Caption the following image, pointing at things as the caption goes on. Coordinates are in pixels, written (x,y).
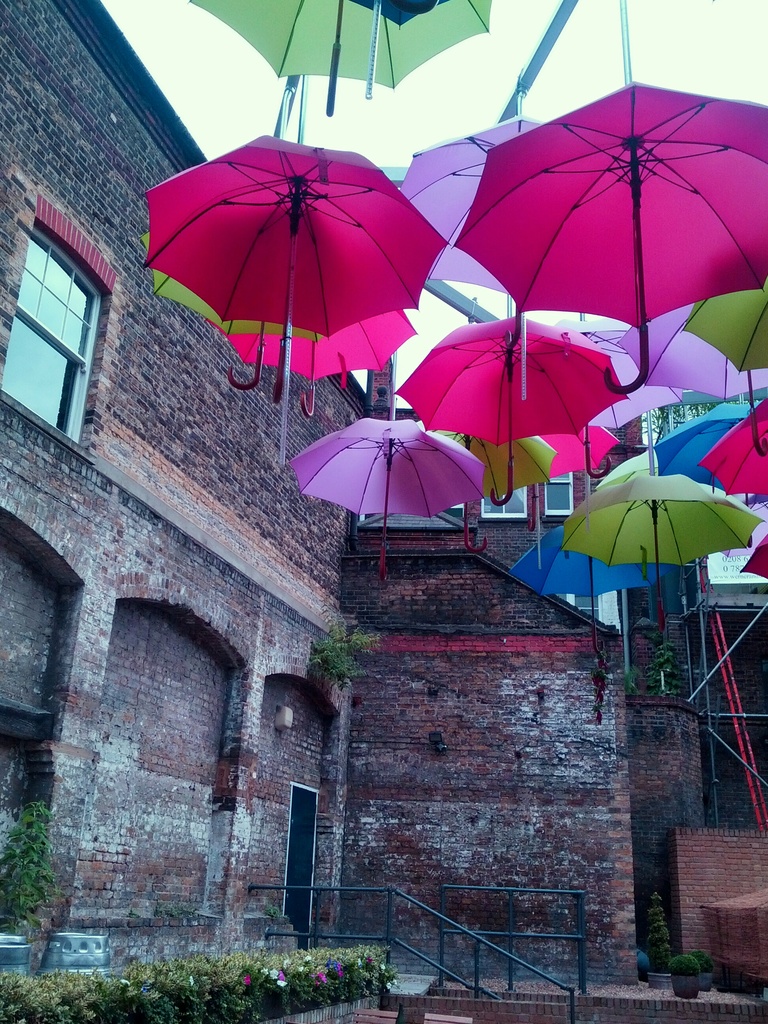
In this image we can see umbrellas (532,208) are hanged down from the roof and one building (252,633) is there with glass window (58,347). At the bottom of the image (476,989) we can see plants (388,972) and railing (507,955).
